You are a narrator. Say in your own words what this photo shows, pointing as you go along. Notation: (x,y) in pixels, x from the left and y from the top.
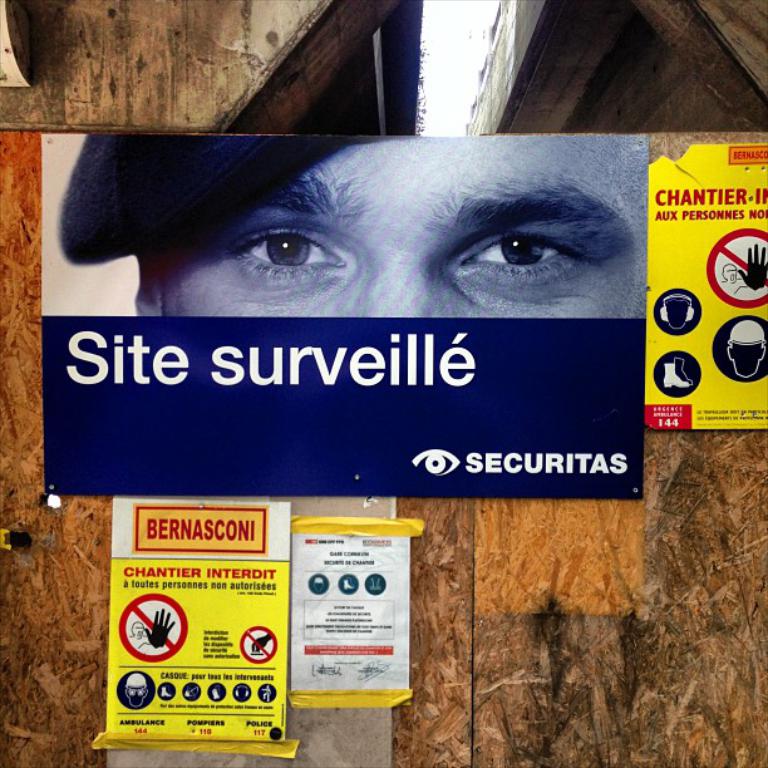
In this image we can see posters (253,352) pasted on the wall (547,638).
